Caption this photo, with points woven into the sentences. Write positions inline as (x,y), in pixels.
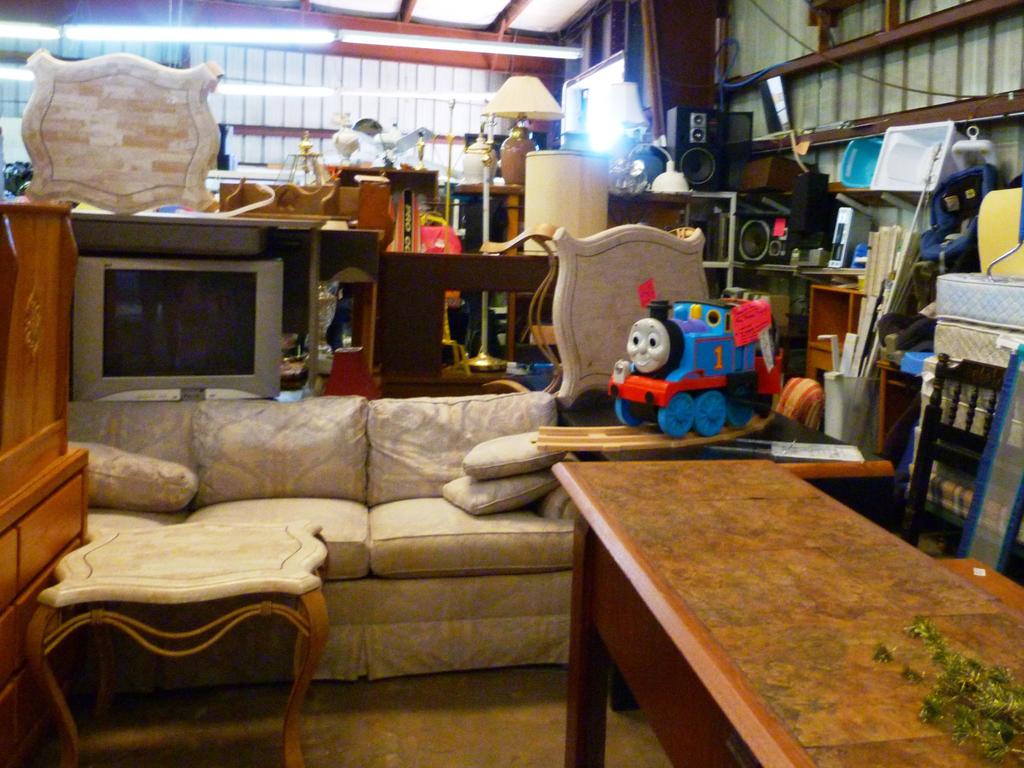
In this image there is a sofa (463,573) having three cushions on it. Above there is a television (140,295) beside there is a shelf (519,188). On top of it there is a lamp (515,181) and few decorative items (343,143). Beside to the sofa (100,448) there is a wooden furniture (46,335) at the left side of a image. At the right side (702,409) there is a train toy (740,350) and sound speakers (782,260), chair (992,371) and table (586,546). At the top of the image (4,35) there are few lights (4,35) hanged from the roof (467,26).
